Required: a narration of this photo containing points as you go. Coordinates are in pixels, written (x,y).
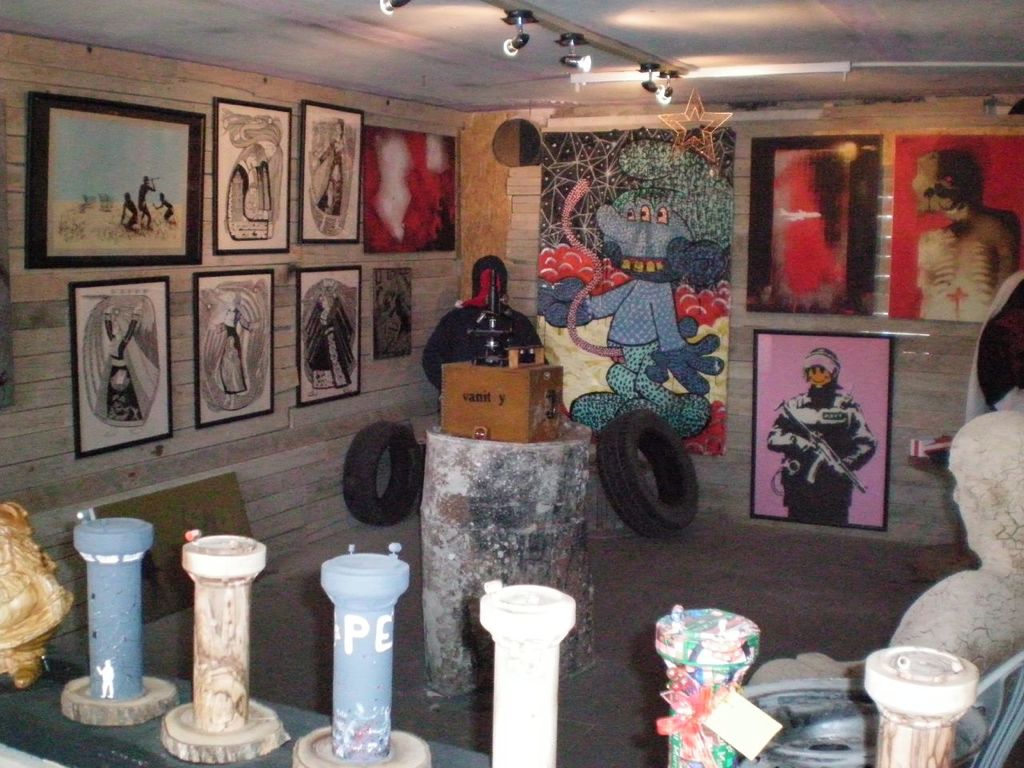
In this image I can see many frames (306,308) and boards (434,234) to the wall (291,205) and these are colorful. In-front of the wall (334,472) there are black color tires (633,498). In the front (365,656) I can see some objects (353,673) which are in blue and white color.
